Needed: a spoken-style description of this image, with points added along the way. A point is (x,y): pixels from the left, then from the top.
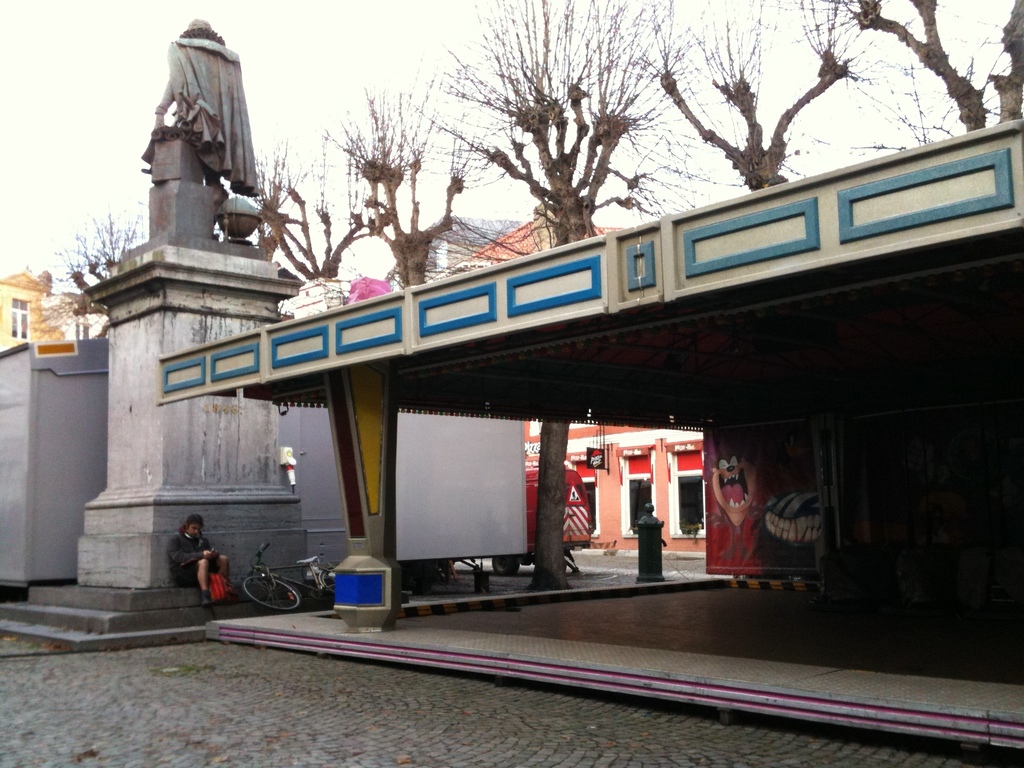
In this image we can see a statue (164,208). In front of it one girl (191,568) is sitting on the stair (172,591). Beside her bicycle (275,587) is present. Right side of the image (816,390) shelter like structure (828,363) is present. Background of the image (42,305) trees (402,239) and buildings (448,263) are present.
